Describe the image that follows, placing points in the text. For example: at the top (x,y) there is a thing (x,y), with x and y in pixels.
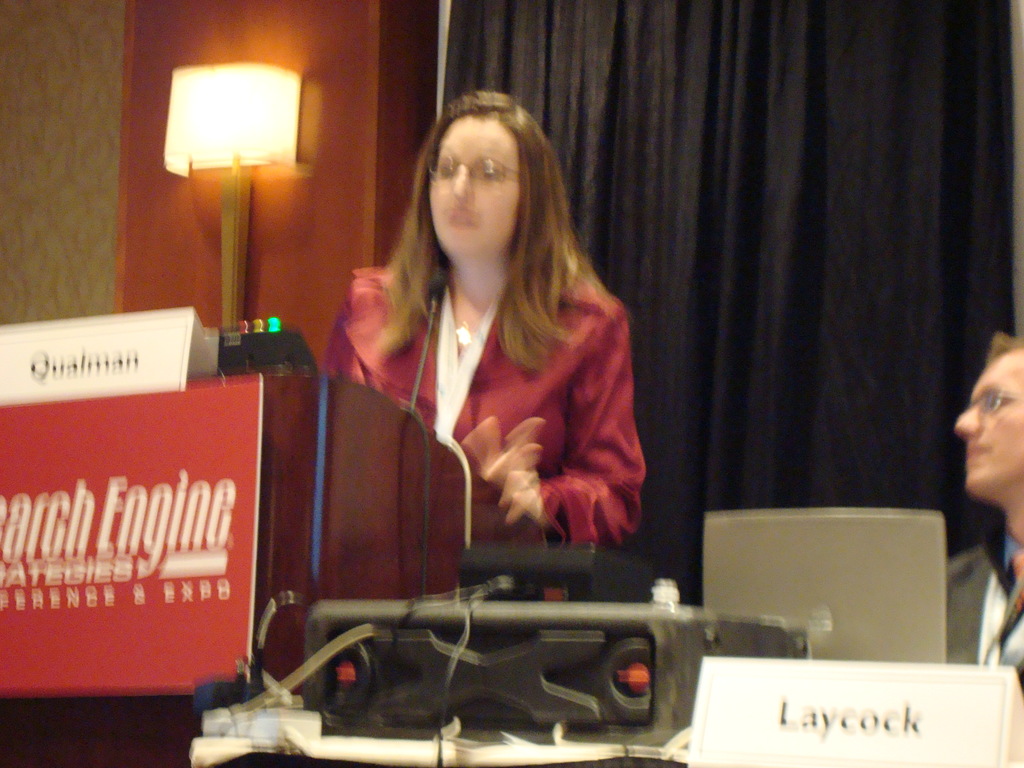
In this image I can see two people (540,361). One person (426,408) standing in-front of the podium (176,505) and there are boards (136,487) attached to the podium (295,466). In-front of an another person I can see the laptop (802,605), black color object (757,639) and the board (845,734). In the background (297,143) I can see the light (225,114) and the black color curtain (645,128).
